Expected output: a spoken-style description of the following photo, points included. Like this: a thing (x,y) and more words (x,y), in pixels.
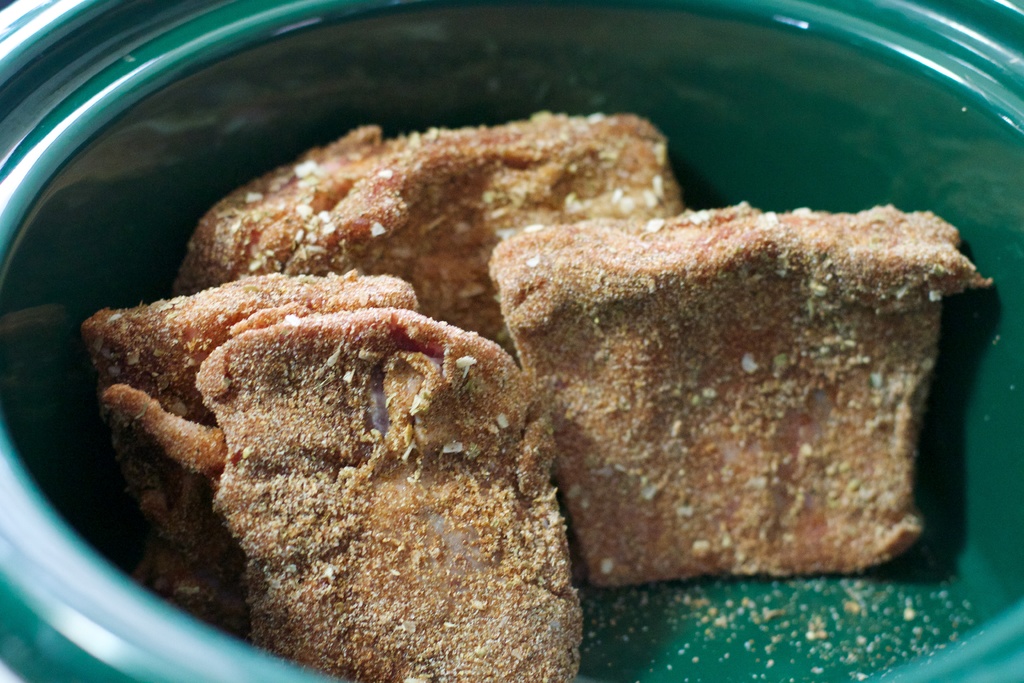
In the image there is a green color bowl (46,42) with brown color food items (540,323) in it.
